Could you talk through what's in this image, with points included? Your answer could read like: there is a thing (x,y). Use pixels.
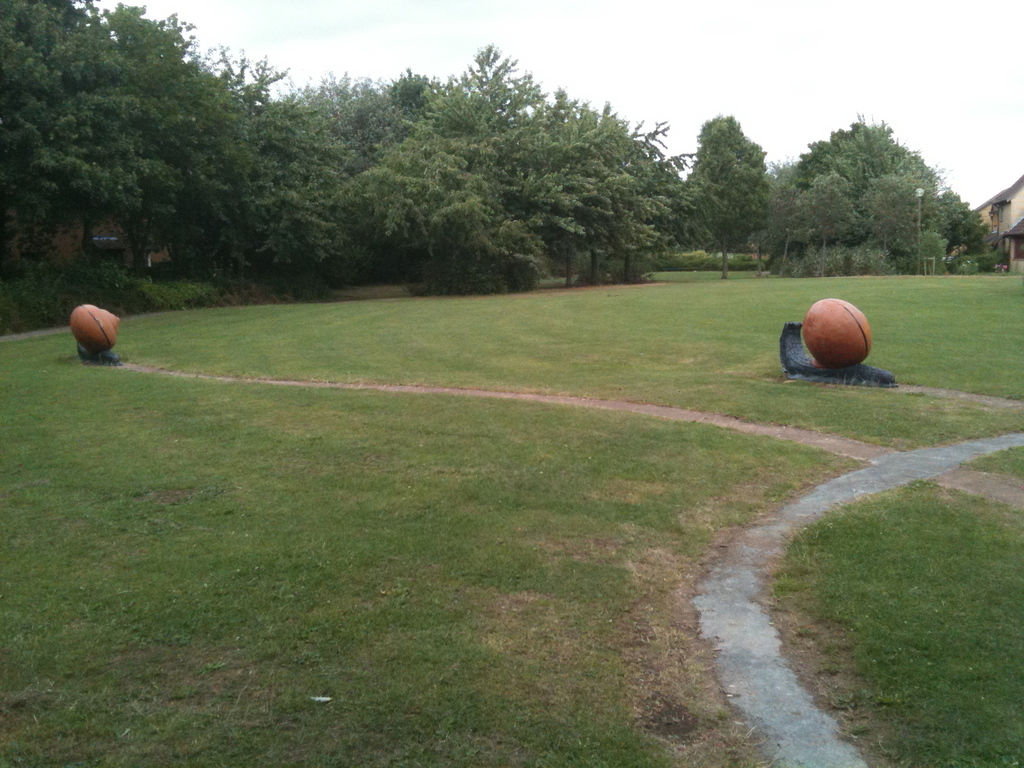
In this image there are some ball shaped things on the grass (998,517), beside that there are so many trees (17,319) and building (1003,248).
